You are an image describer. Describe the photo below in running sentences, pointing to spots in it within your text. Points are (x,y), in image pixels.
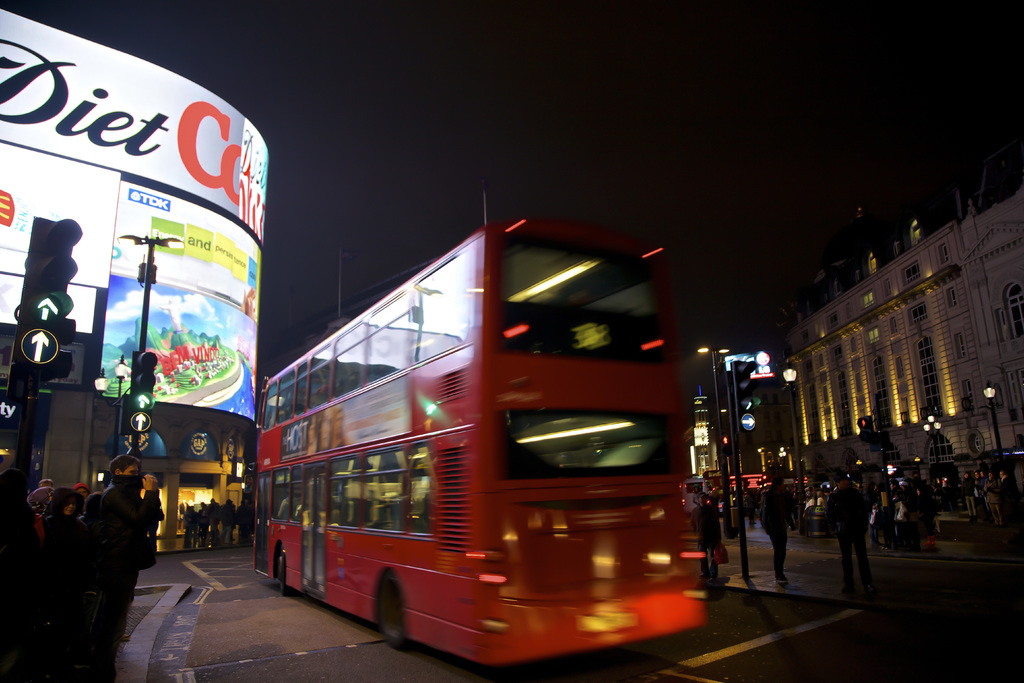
In this image I can see a dark picture in which I can see the road (787,640), few vehicles (657,314) on the road (799,644), few poles (876,426), few persons (878,523), few traffic signals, few lights (698,404), few boards (198,363) and few buildings (933,396). In the background (721,153) I can see the dark sky (525,139).
